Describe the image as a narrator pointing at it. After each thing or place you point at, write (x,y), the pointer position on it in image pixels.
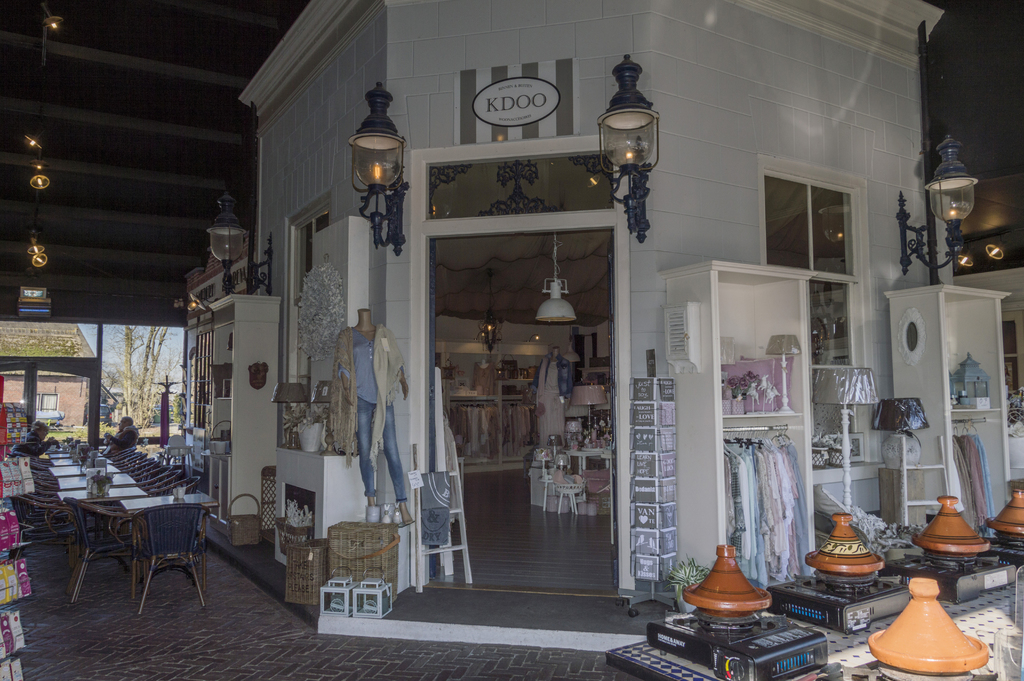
This picture is an inside view of a room (533,100). In the center of the image (434,299) we can see the lights (610,109), boards (507,95), wall (722,220), door (479,446), mannequin (385,448), cupboards (714,419), clothes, lamps (848,440). On the left side of the image (70,483) we can see a table (111,489), beside a table (126,499) we can see the chairs (144,478) and two persons (37,429) are sitting on the chairs (183,470). In the bottom right corner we can see a table (989,626). On the table (1014,600) we can see the stoves (818,590) and containers (922,607). In the background of the image (1019,157) we can see the lights (966,193), roof (89,236), boards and some other objects (12,416). On the left side of the image (30,381) we can see a glass door (83,370), through door (86,378) we can see a house (61,391), roof (35,336), trees (132,359), sky (134,366) and ground (81,428). At the bottom of the image (165,660) we can see the floor (126,645).
